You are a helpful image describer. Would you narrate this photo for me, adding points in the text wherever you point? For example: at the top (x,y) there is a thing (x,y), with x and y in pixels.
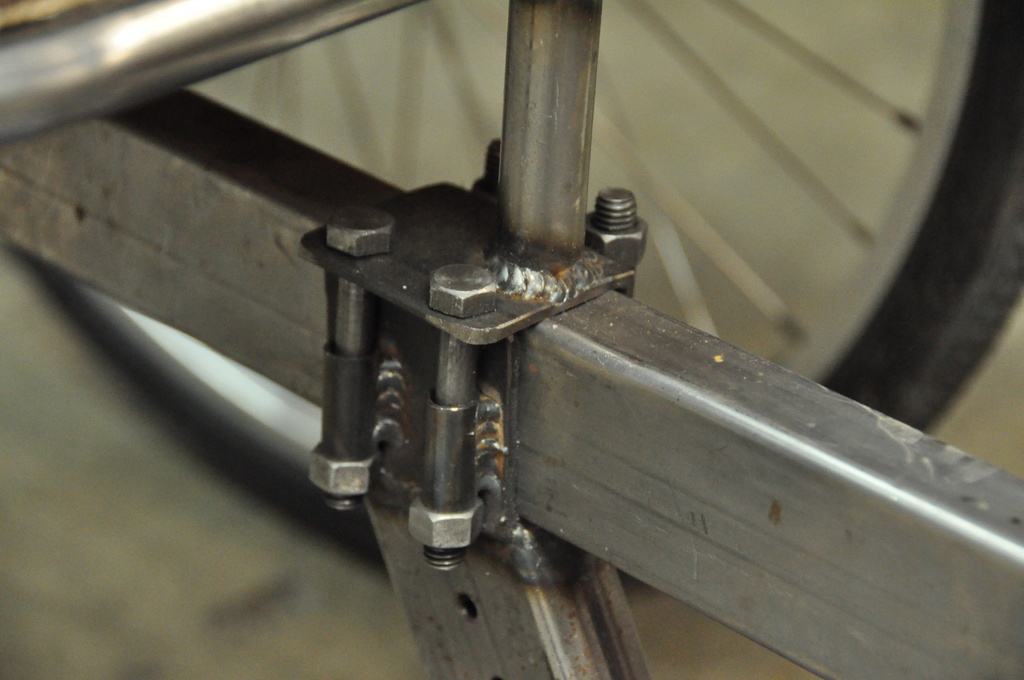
There are iron rods (536,126). On that there are nuts (358,481) and bolts (449,353). In the back (756,149) there is a wheel (711,221).
